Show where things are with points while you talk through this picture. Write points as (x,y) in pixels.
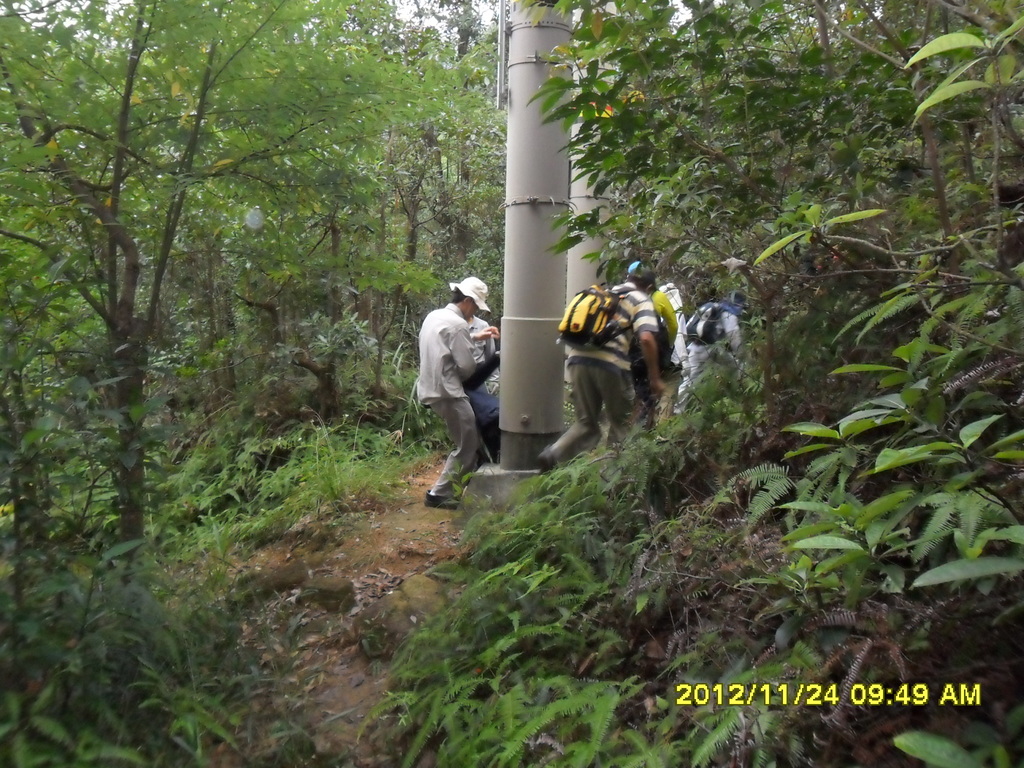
In this image I can see some people (597,379) and a pillar like thing (536,427) on the floor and around there are some trees (333,374) and plants (19,726).
